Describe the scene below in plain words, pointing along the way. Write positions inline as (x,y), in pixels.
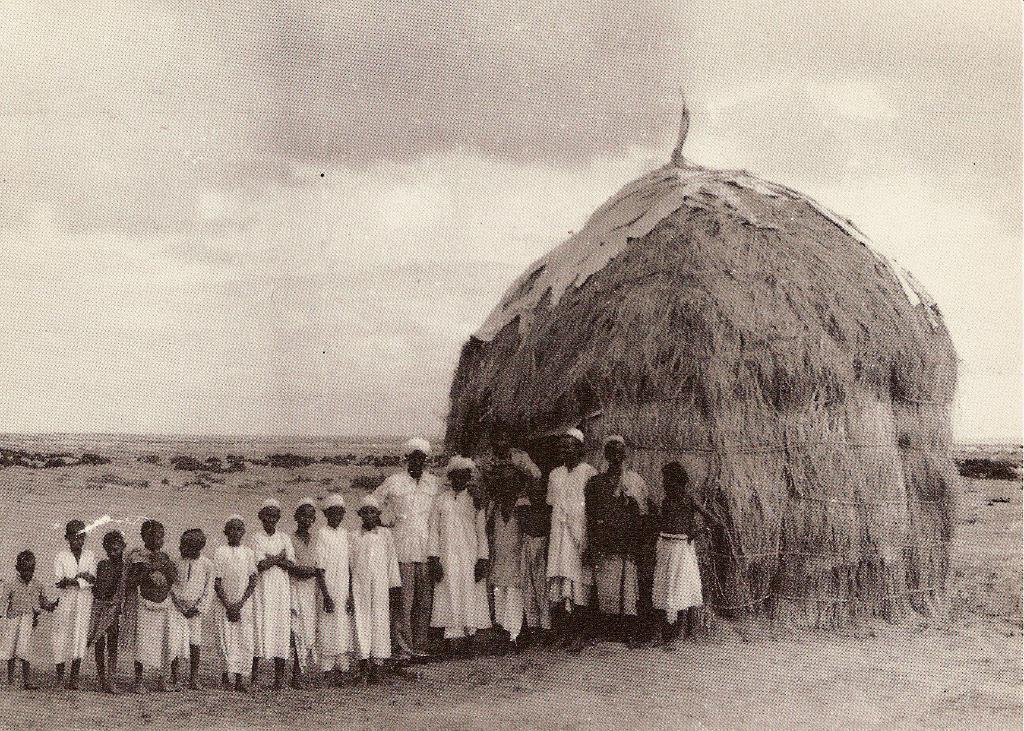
In the image there is a hay (722,317) and beside the hay (734,424) there are few people (362,551) standing and around them there is a plain land (899,662).
